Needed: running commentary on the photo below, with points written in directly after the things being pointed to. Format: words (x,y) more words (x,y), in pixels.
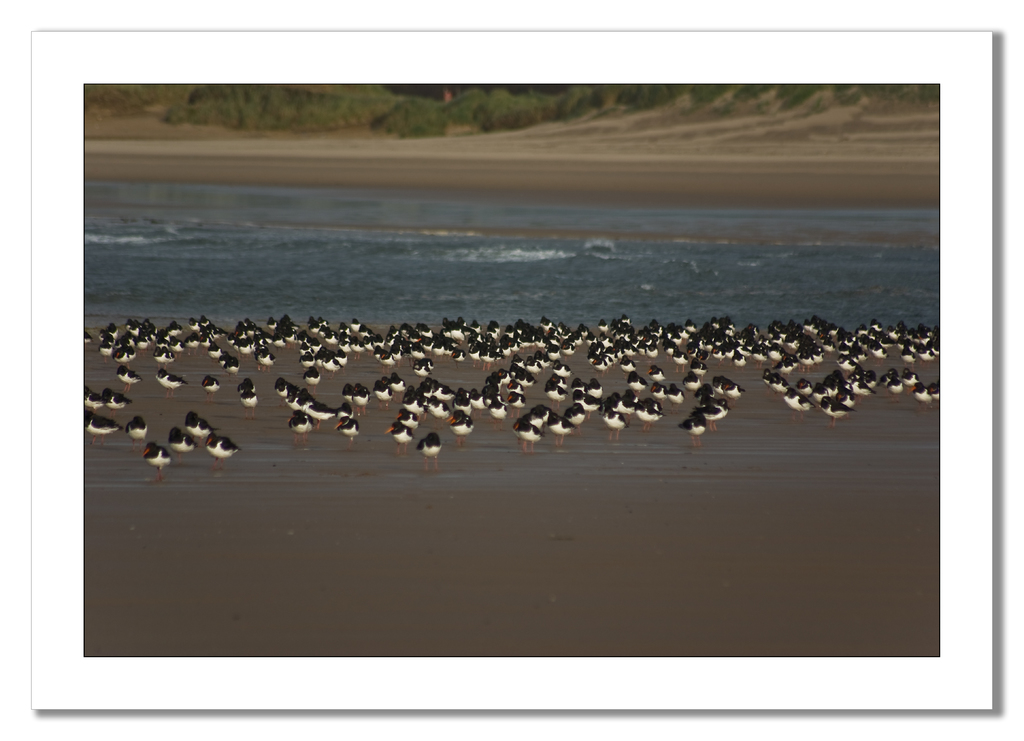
In this image there are many birds (489,384) on the sand (316,458), there are a few plants (342,92) and water (510,226).
